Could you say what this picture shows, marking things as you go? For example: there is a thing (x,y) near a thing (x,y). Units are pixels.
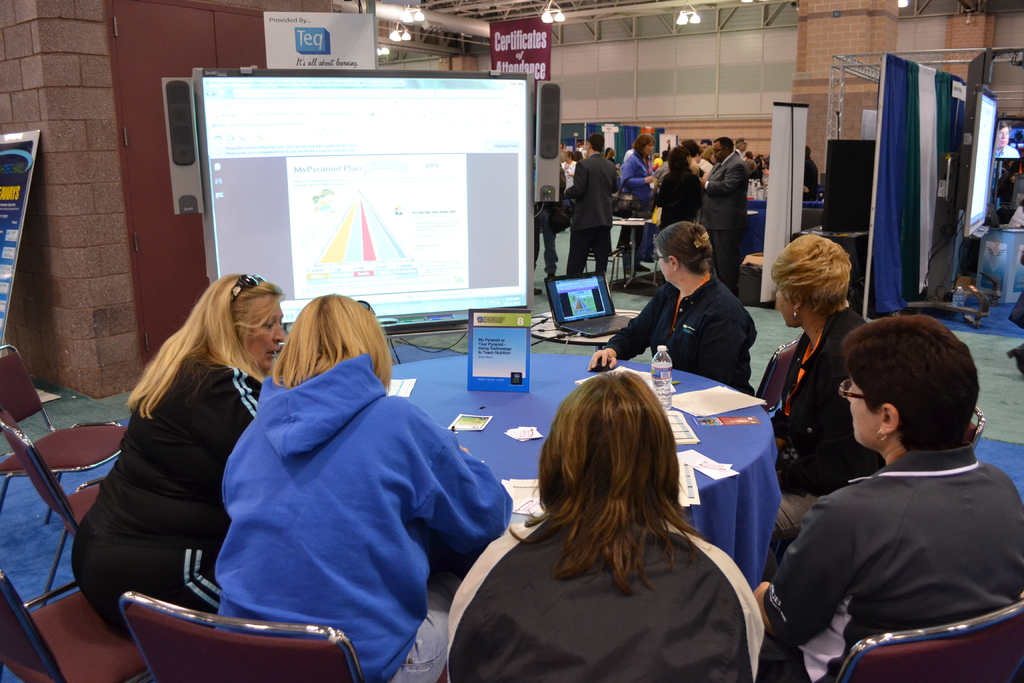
In this image we can see some people (467,487) sitting on the chairs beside the table (425,390) containing a board (504,357), papers (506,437) and a bottle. We can also see a projector (248,134), wall (87,288), door (144,302), a laptop (569,316) and the floor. On the backside (600,169) we can see some people (600,204) standing. We can also see ceiling lights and a curtain (904,165).
